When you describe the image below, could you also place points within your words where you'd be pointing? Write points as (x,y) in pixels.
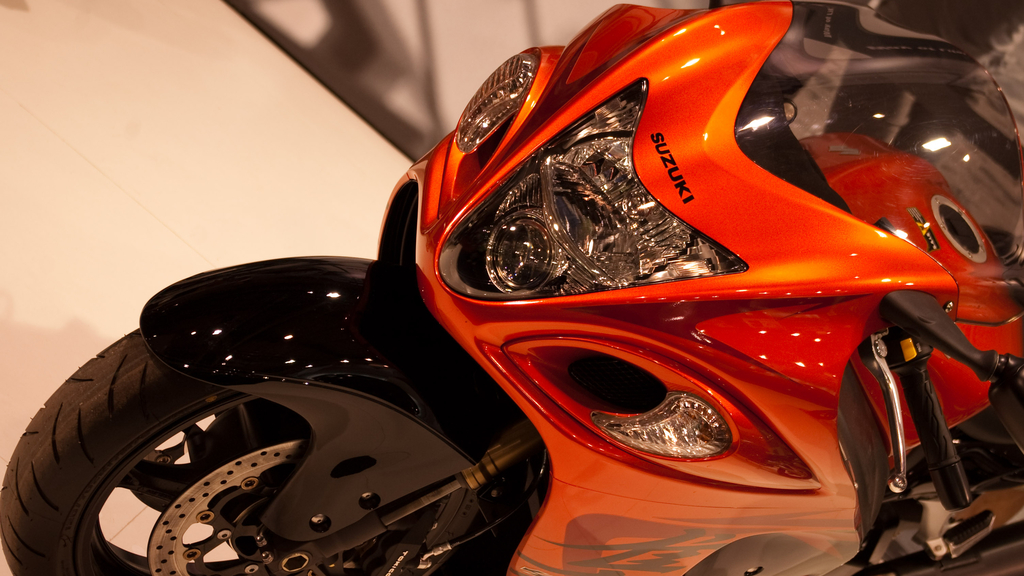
In this image I can see an orange and black colour bike (433,267). Above the headlight (714,246) of the bike (614,177) I can see something is written.
